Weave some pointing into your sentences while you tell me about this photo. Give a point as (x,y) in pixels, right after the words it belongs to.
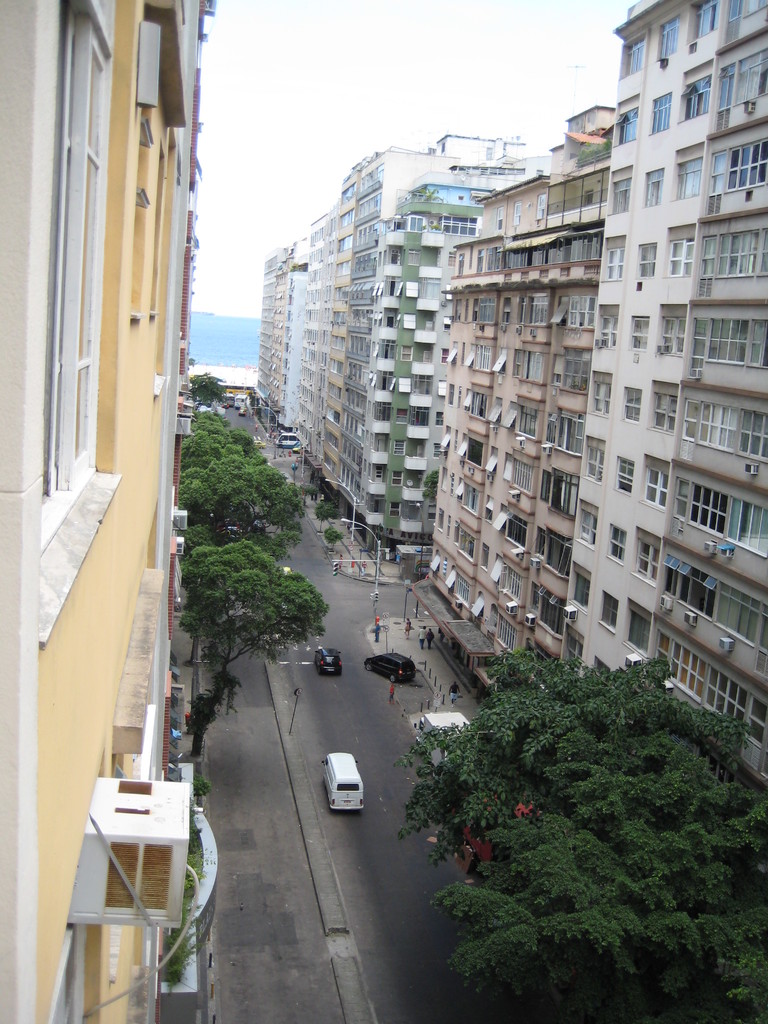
In this image we can see road (373,865) and on road (317,765) cars (334,758) and people (378,631) are present. To the both sides of the image buildings (142,420) and trees (546,826) are there.
